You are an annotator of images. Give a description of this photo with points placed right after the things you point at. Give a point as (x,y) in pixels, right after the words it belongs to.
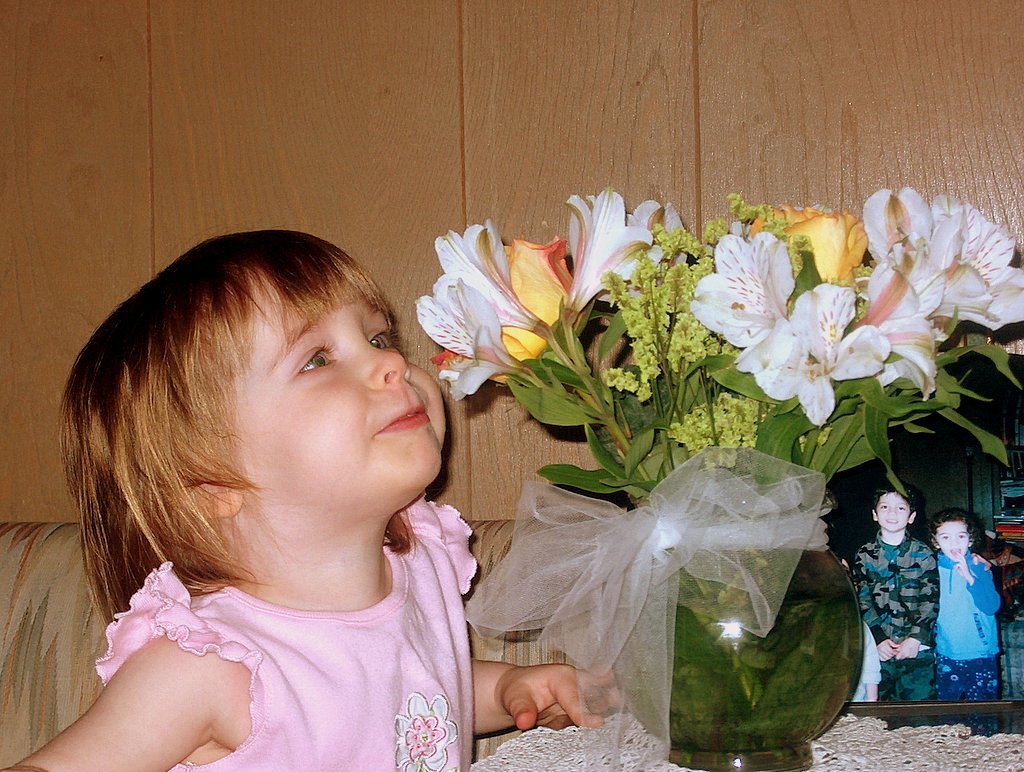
This picture I can see a baby (283,527), in front of the baby (343,641) I can see flower pot (699,698) and I can see flowers (976,303) and leaves (790,415) and there is a photo (954,621) visible on the right side (954,621), in the photo (867,538) there is a person's image (950,573) and there is a wooden wall (365,167) visible at the top (280,107).
